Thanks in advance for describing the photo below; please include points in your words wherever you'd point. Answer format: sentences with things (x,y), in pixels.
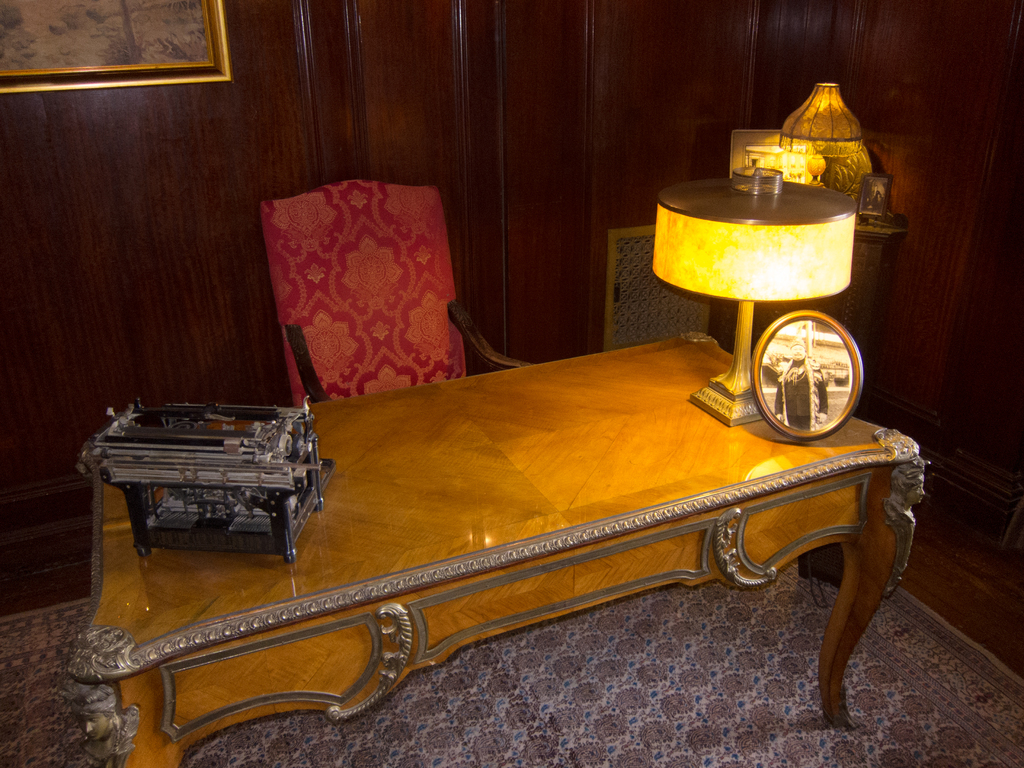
In this image in the center (528,505) there is a table (517,476), on the table (846,502) there is a photo frame (803,356), lamp (748,385) and some object (257,522) and there is one chair (297,307). At the bottom (988,592) there is floor (974,592) and carpet (758,609), and in the background (868,183) there is a lamp (823,149), photo frames (7,27) and wooden wall (452,169).
